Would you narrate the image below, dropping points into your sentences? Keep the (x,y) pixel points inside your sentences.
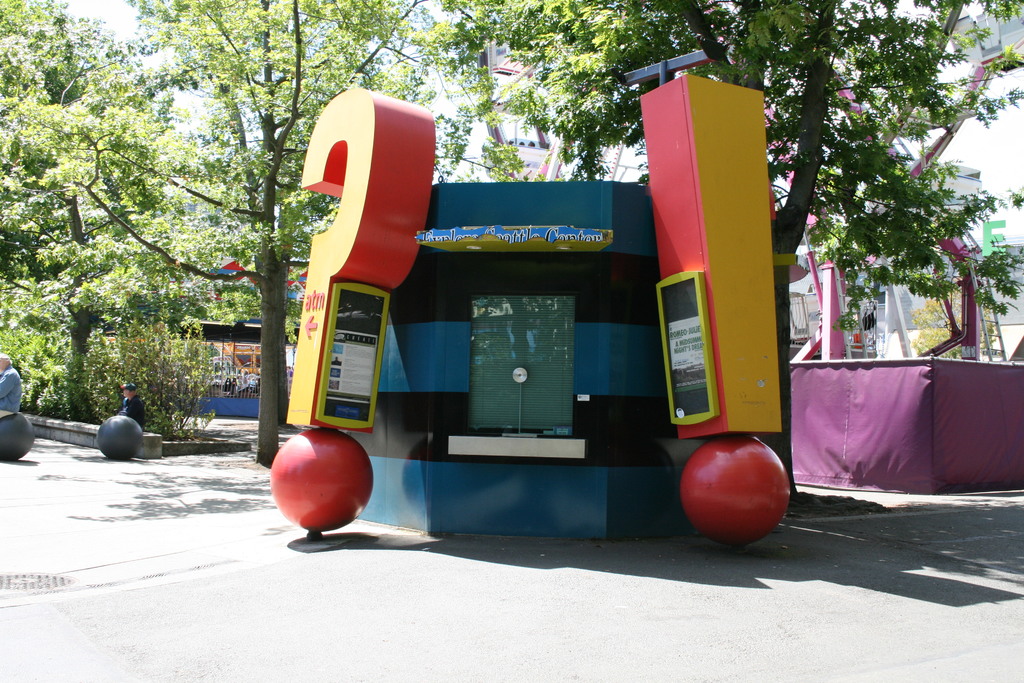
In this image I can see few trees (16,99), ball (740,461) in different color. I can see a yellow, red, blue and black color object (454,279) in front (590,502). Back I can see a purple cloth (880,432) and few objects (838,297) at back (822,292). The sky (427,103) is in white color.
